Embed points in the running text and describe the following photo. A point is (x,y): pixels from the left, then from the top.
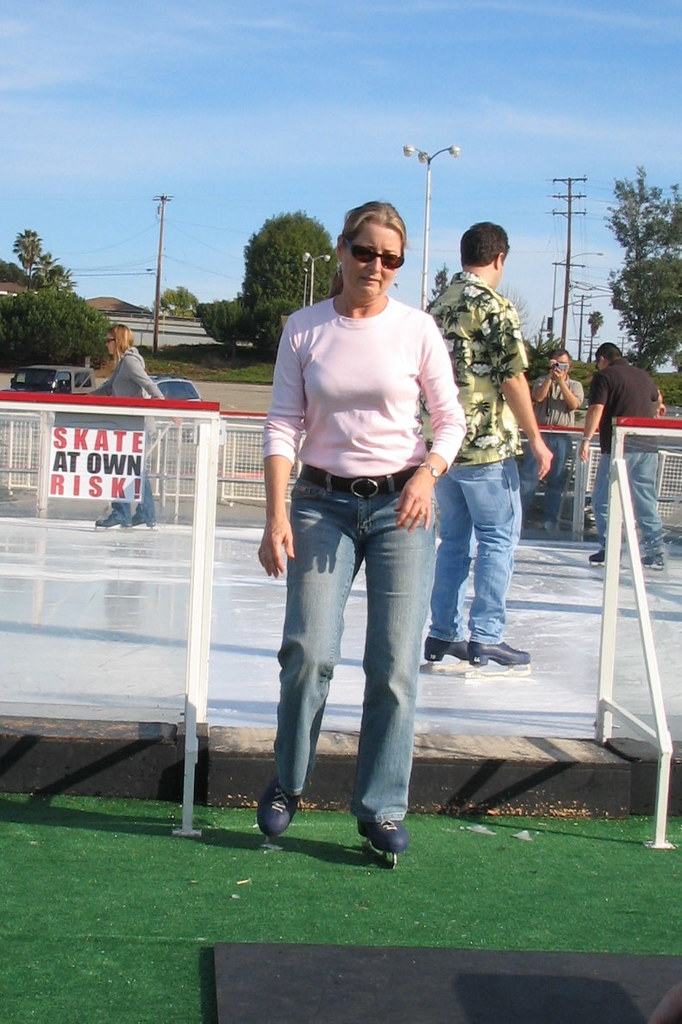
In this picture we can see a woman (383,729) standing on green turf (282,913). We can see a person (573,402) holding a camera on the right side (566,420). Few people (153,395) are visible at the back (115,341). Some vehicles (189,395), poles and trees (660,250) are visible in the background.
